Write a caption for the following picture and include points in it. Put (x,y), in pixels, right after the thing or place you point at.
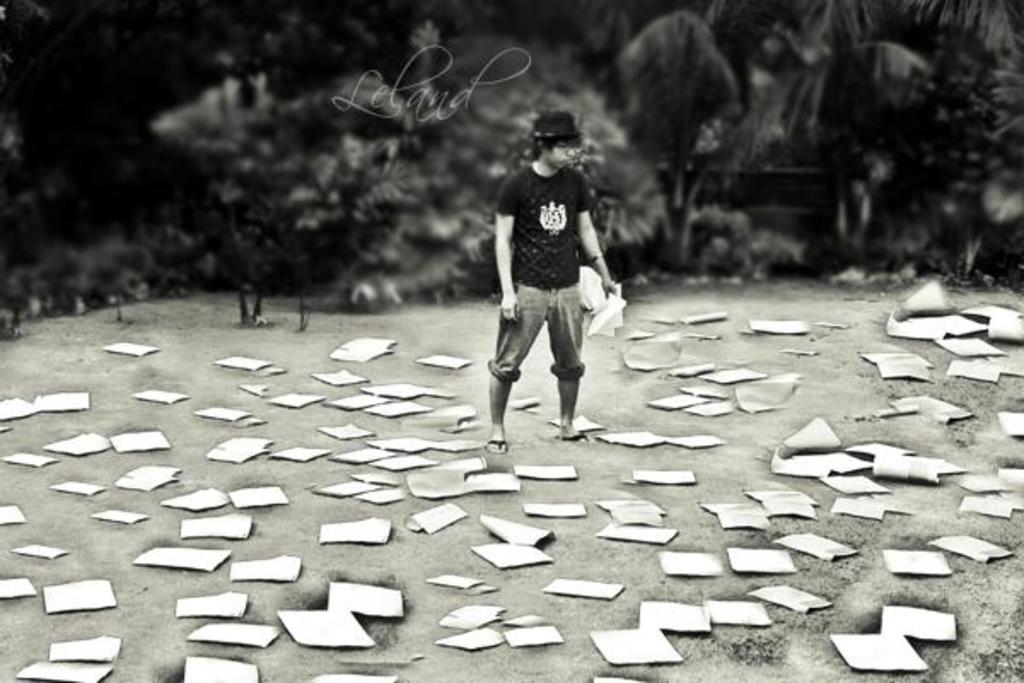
In this picture we can see a man (525,326) wore a cap (548,115), holding papers (592,277) with his hand (608,280), standing and in front of him we can see papers (451,366) on the ground (210,445) and in the background (223,62) we can see trees (288,114).
